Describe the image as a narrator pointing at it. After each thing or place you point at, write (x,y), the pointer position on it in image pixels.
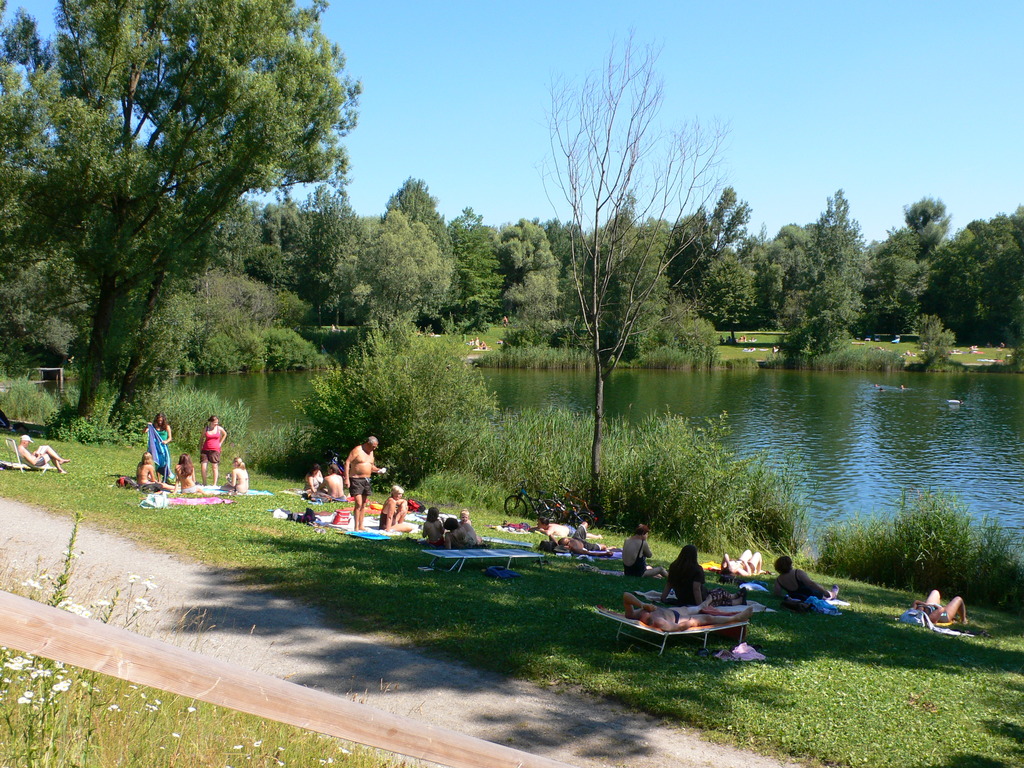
In this image I can see the group of people (687,627) are on the grass (820,716). I can see few people (436,539) are sitting, few people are standing and few people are lying on the bed (662,625). To the side of these people (676,621) I can see the bicycles (538,513). In the background (675,399) I can see many trees (662,273), water (660,403) and the sky (634,123).
